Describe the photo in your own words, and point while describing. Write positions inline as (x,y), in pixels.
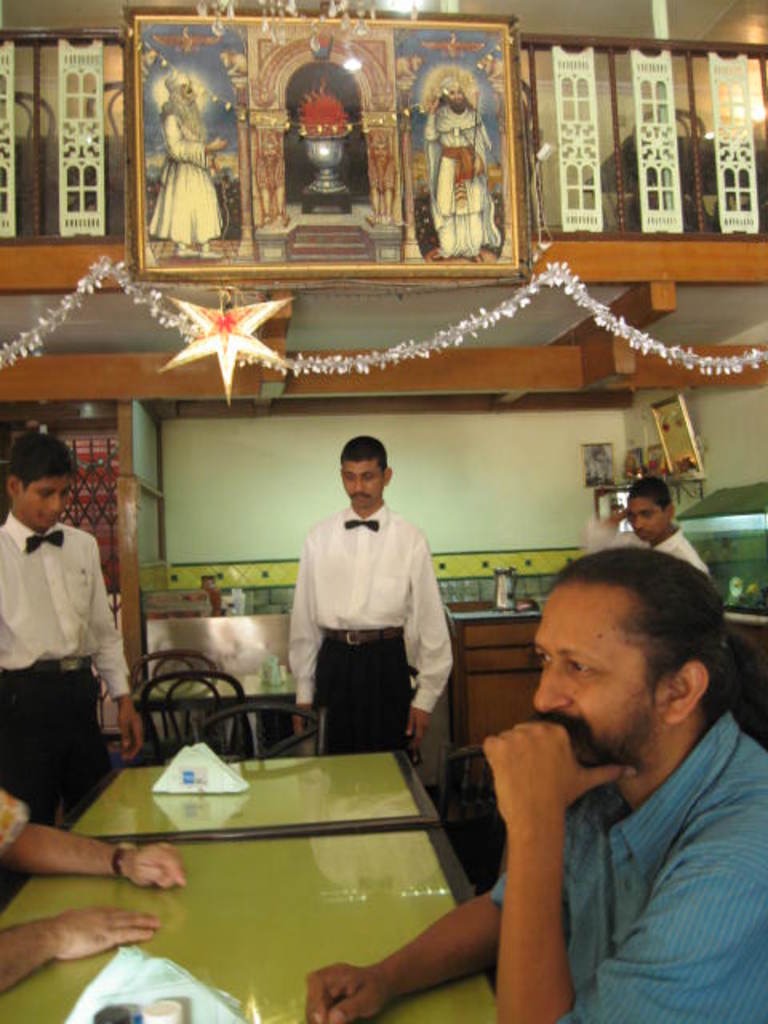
In the foreground of the image (527,851) we can see two persons (52,851) sitting, group of papers (189,975) and containers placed on the table (283,933). In the center of the image (346,667) we can see a group of people (328,736) standing and some chairs (465,802) placed on the ground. On the right side of the image (727,531) we can see an aquarium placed on the table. In the background (517,594), we can see a jug (509,573), photo frames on the wall (475,579), railing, some decorations (659,351) and some lights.
